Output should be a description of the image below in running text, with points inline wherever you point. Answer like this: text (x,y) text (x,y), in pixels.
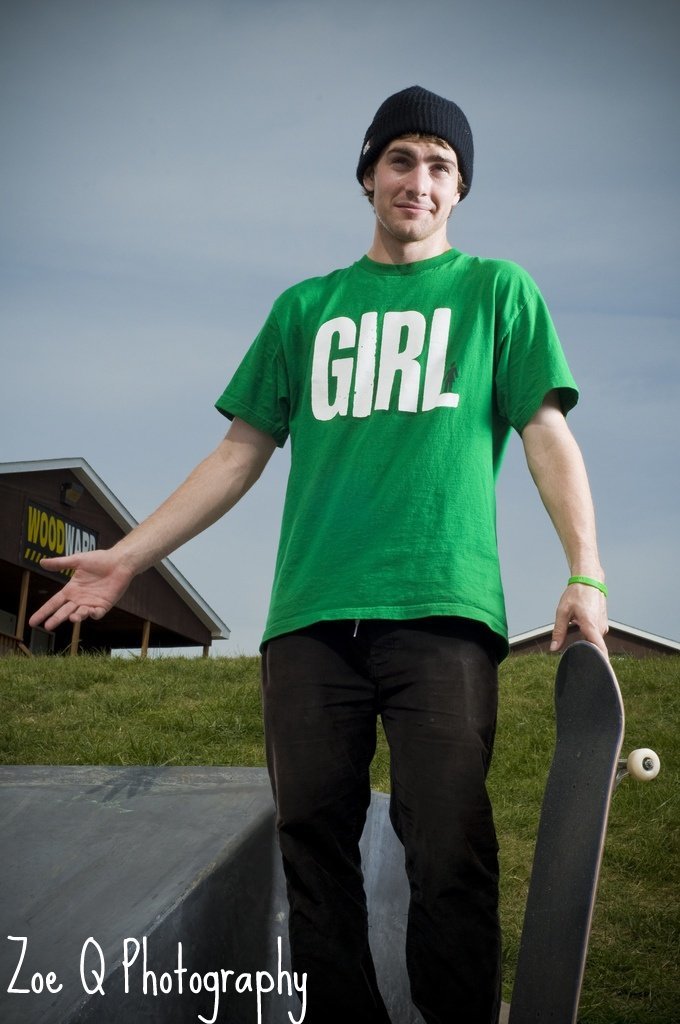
In this image we can see a man (358,558) is standing. He is wearing green color T-shirt (459,501), black jeans (455,654), black cap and holding skateboard (572,783) in his hand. In the background (208,724), we can see grassy land (124,708), hut shaped buildings (109,635) and the blue color sky (121,398). There is a cement structure (194,862) in the left bottom of the image (224,804) and one watermark (183,987) is also present.
